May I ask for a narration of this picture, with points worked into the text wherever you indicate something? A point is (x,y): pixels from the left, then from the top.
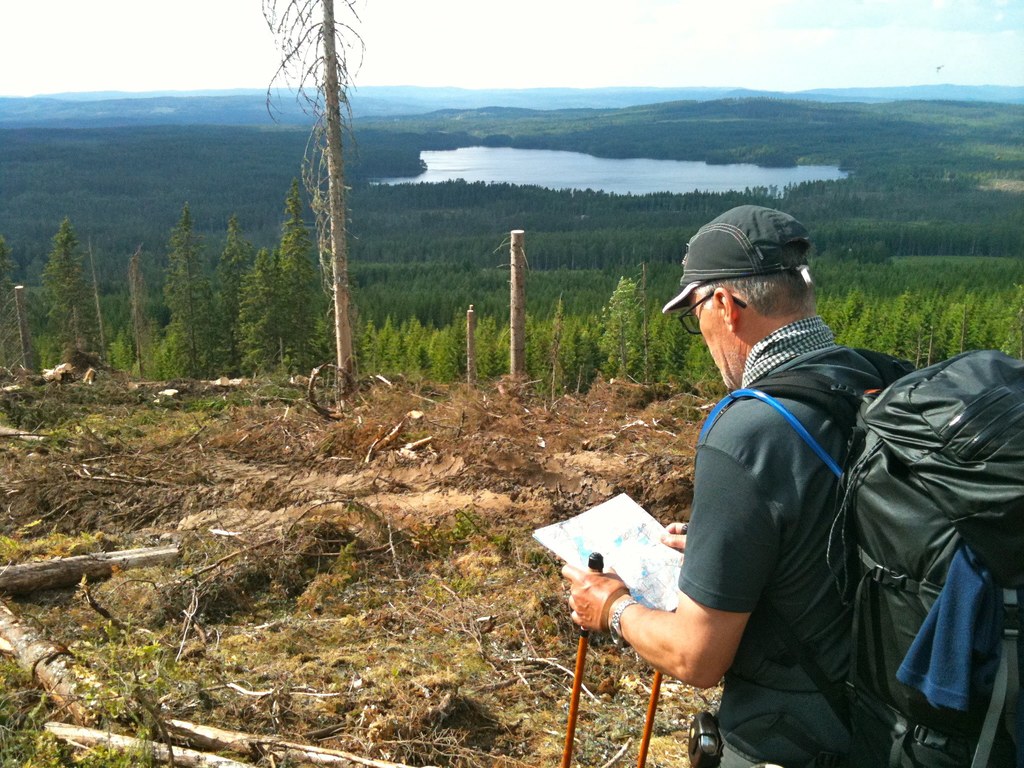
In this image I can see a person (730,360) wearing a bag (860,494). He is wearing a bag (875,563) he is holding a paper (669,578). In front of that person (599,614) there are some trees (380,300), water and the sky (382,66).
